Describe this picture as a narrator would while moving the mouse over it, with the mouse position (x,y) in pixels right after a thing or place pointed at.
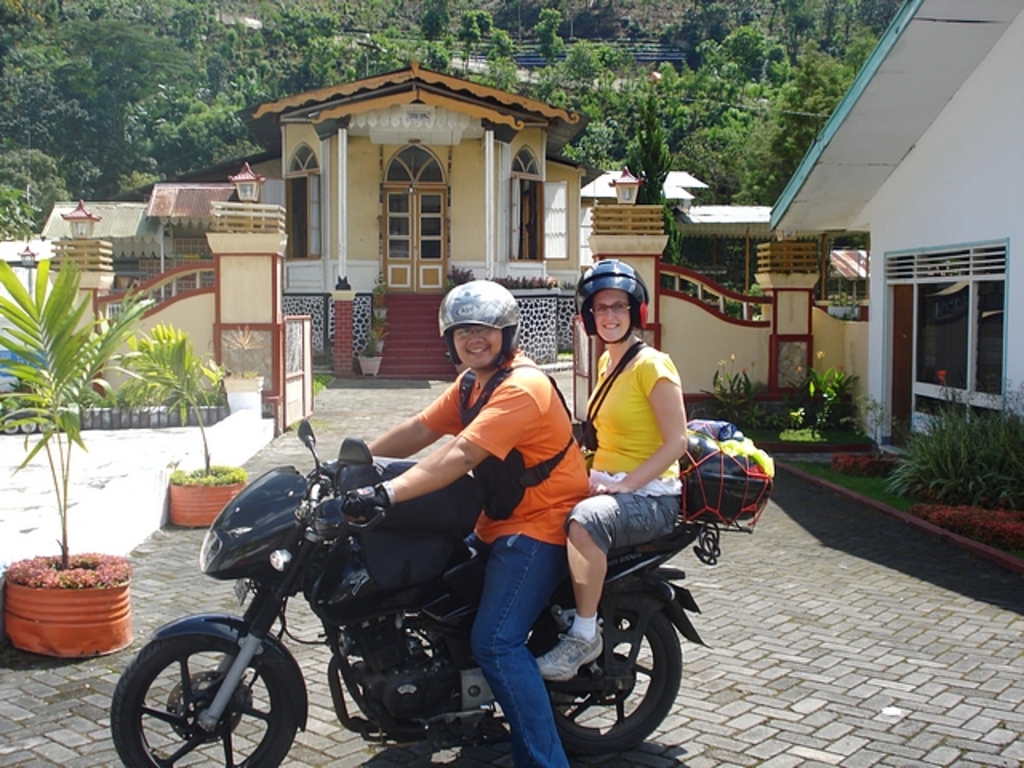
The image is taken outside the house (954,262), on the black color bike (352,563) a man (562,418) and woman (637,422) are sitting, the man (423,485) is holding a bag (423,504) in front of him the woman (674,494) has luggage (694,462) behind her, in the background (431,192) there is another house (381,231), a gate (304,327) and also lot of trees (583,40).
